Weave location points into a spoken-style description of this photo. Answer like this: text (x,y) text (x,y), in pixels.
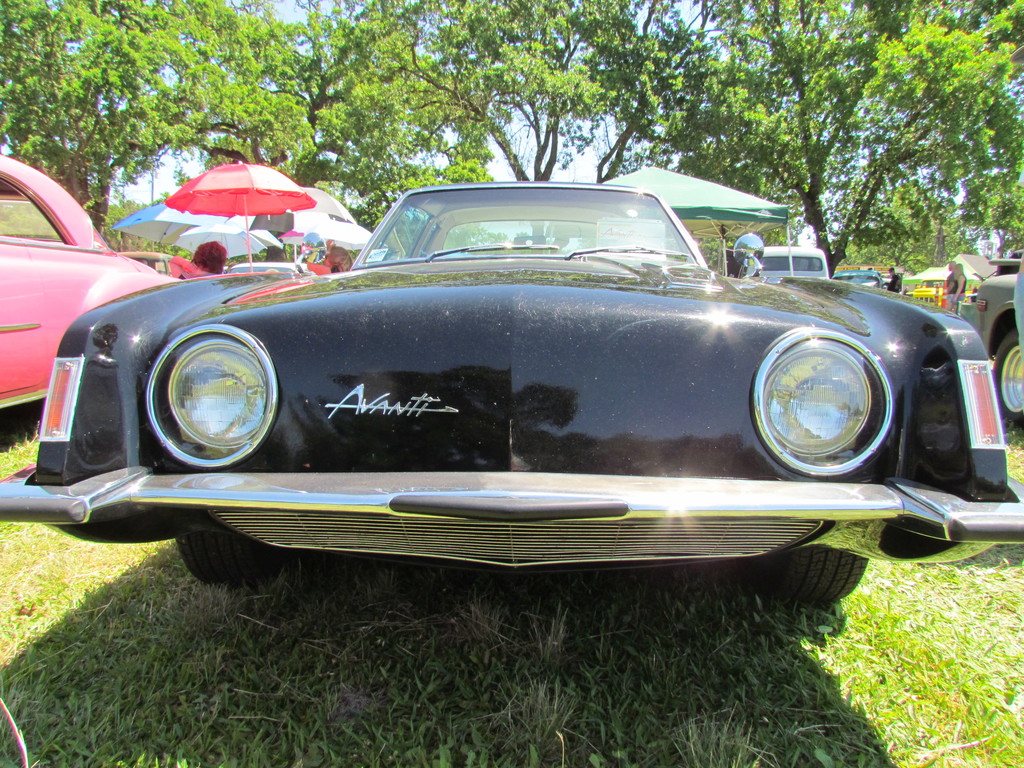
In this image I can see vehicles (401,484). In the background (262,211) I can see umbrellas (262,200), stalls (714,207), trees (454,114) and the sky (499,97). Here I can see the grass (402,737).
